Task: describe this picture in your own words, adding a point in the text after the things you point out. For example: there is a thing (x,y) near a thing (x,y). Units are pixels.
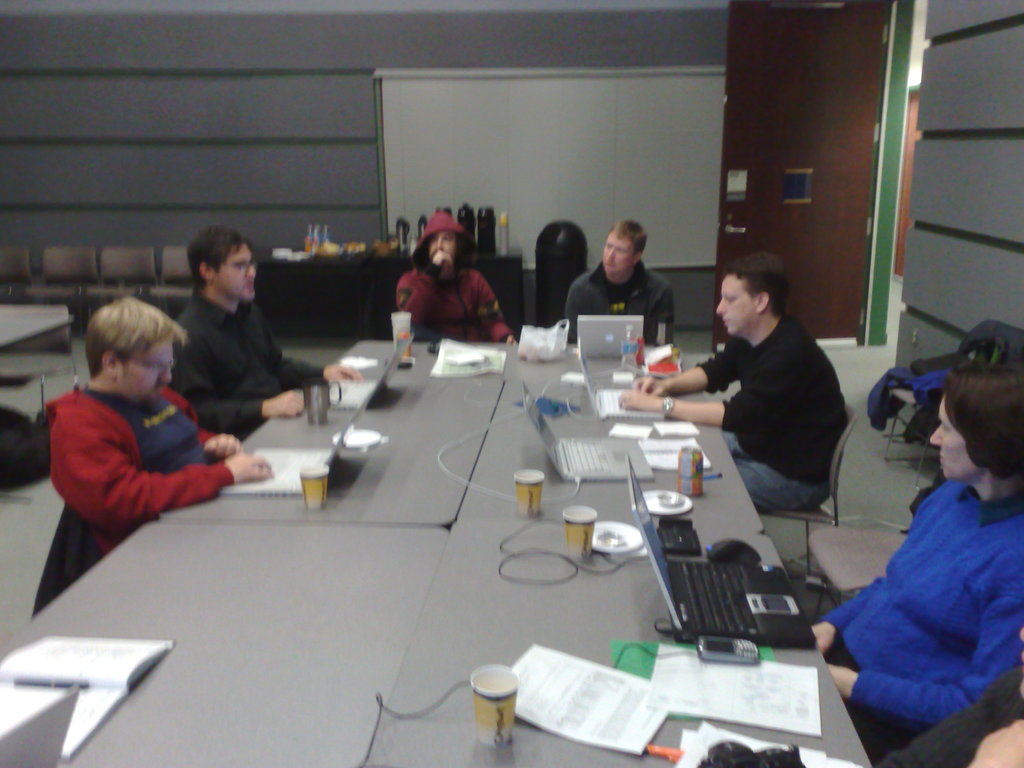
The picture is from a board meeting. In the center of the picture (517,382) there is a table (248,654), on the table (477,656) there are cups (490,678), laptops (700,579), books (656,442) and many other things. Around the table (579,419) there are many people (791,409) seated in chairs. To the left (75,284) there are many other chairs (115,277). To the top right (749,98) there is door (817,157). On the background (543,134) there is a board (554,148). In the center of the background (341,279) there is a desk (328,281), on the desk (329,268) there are many objects (474,237).
